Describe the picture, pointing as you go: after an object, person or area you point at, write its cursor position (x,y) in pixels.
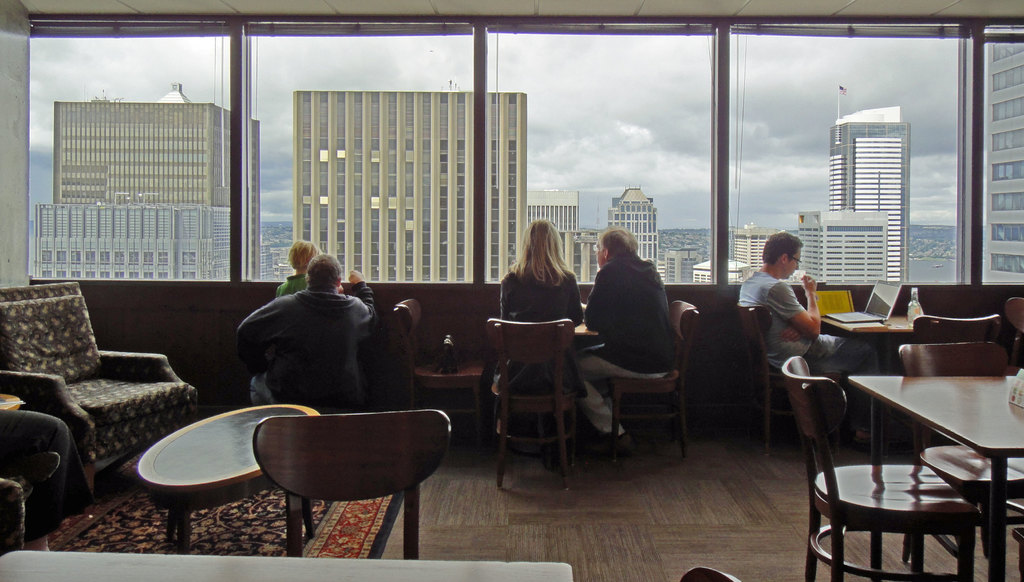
This image is clicked inside a room (468,475). There are tables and chairs (387,452). People (298,391) are sitting on chairs (685,303) or tables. There are buildings (518,162) in the middle (425,244). There is sky (424,73) at the top (784,83).
